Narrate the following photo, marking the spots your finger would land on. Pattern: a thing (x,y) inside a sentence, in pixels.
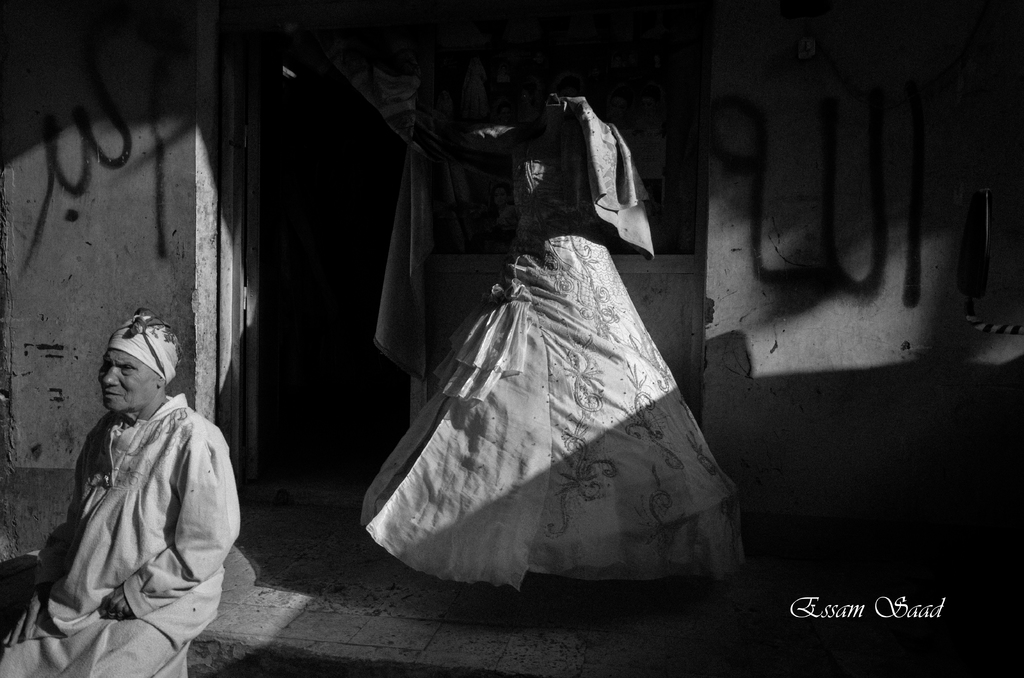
In the picture there is a mannequin (549,353) in front of a room (353,303) and beside the mannequin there is a person (116,508) sitting on the floor (319,622) and it is a black and white image.
